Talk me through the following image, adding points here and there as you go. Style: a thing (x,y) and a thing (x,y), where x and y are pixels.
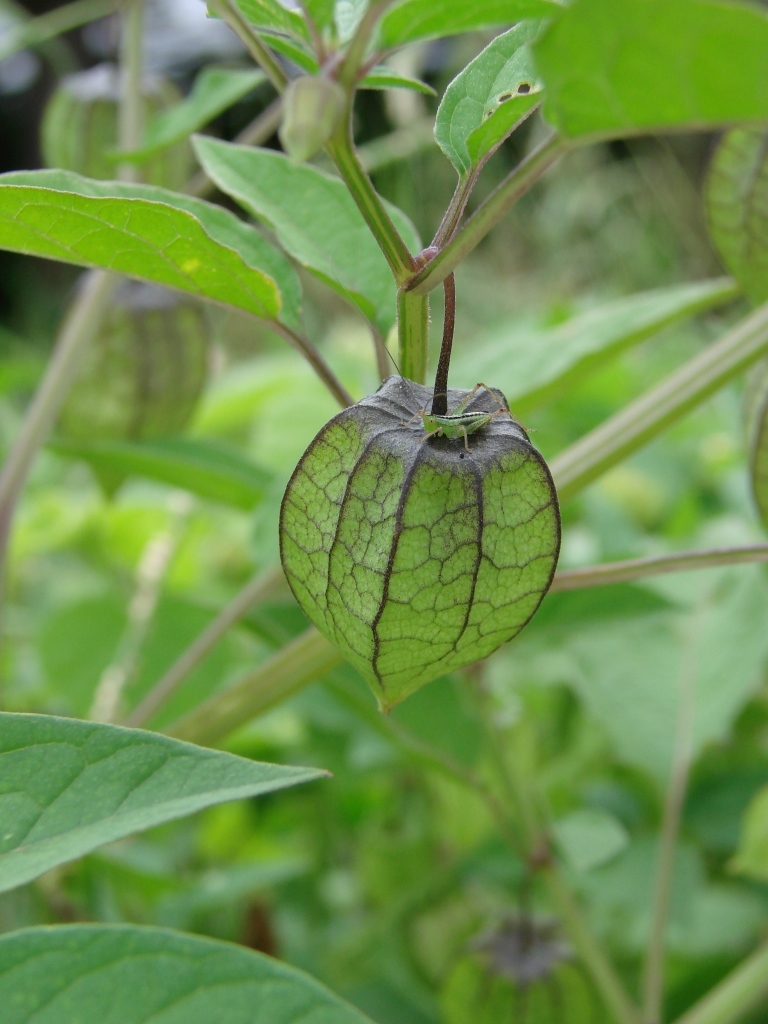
In this image I can see some buds (460,524) to the plants (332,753). I can see the green color insect (428,427) on the bud (430,441). And there is a blurred background (54,112).
